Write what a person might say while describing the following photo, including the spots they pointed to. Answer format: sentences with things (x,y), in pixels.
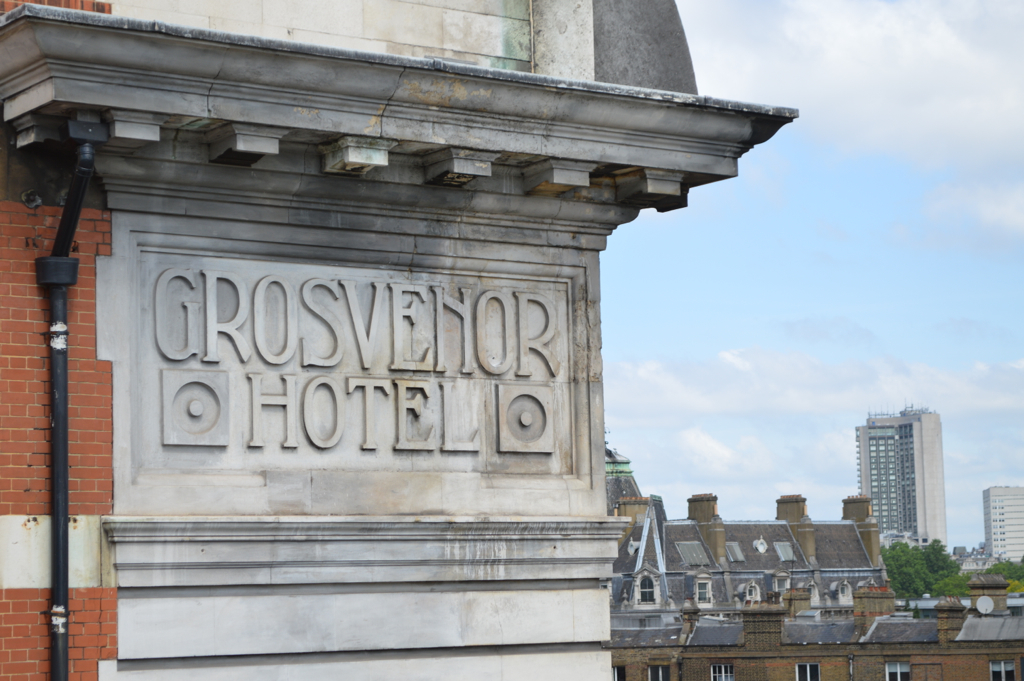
In this image we can see buildings (966,603), trees (935,561), pipelines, skyscrapers (895,468), name boards (295,424) and sky (849,304) with clouds (888,372).
